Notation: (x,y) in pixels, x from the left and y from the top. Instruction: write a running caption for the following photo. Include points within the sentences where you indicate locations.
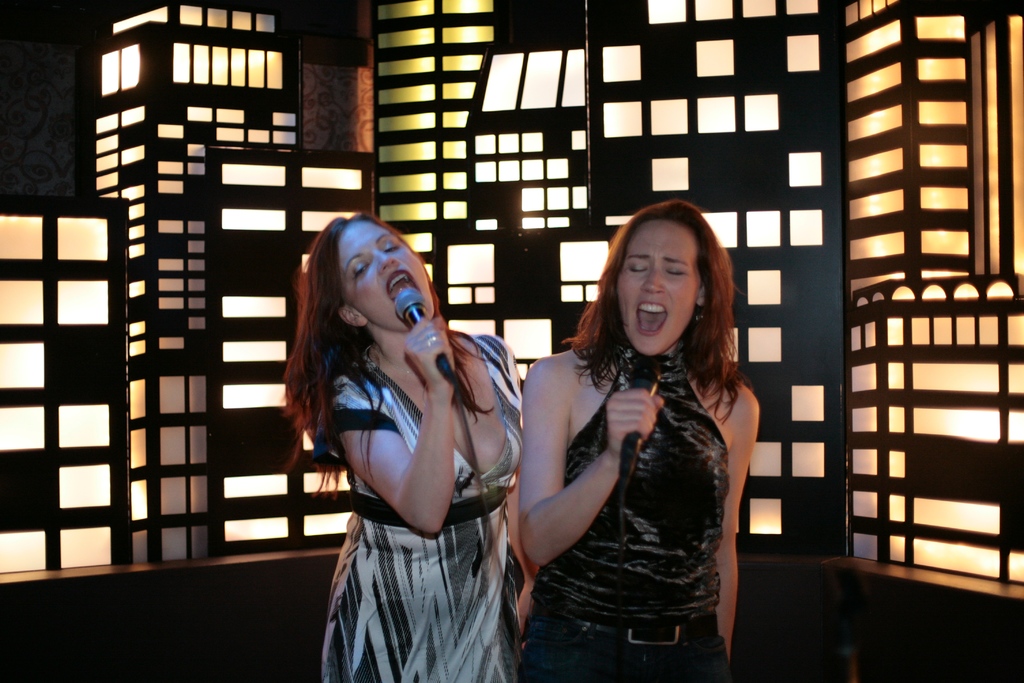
In the image we can see two women (511,593) wearing clothes (505,552) and holding a microphone (628,458) in hand (620,440), these two women (616,452) are singing. This is a light (966,418).
